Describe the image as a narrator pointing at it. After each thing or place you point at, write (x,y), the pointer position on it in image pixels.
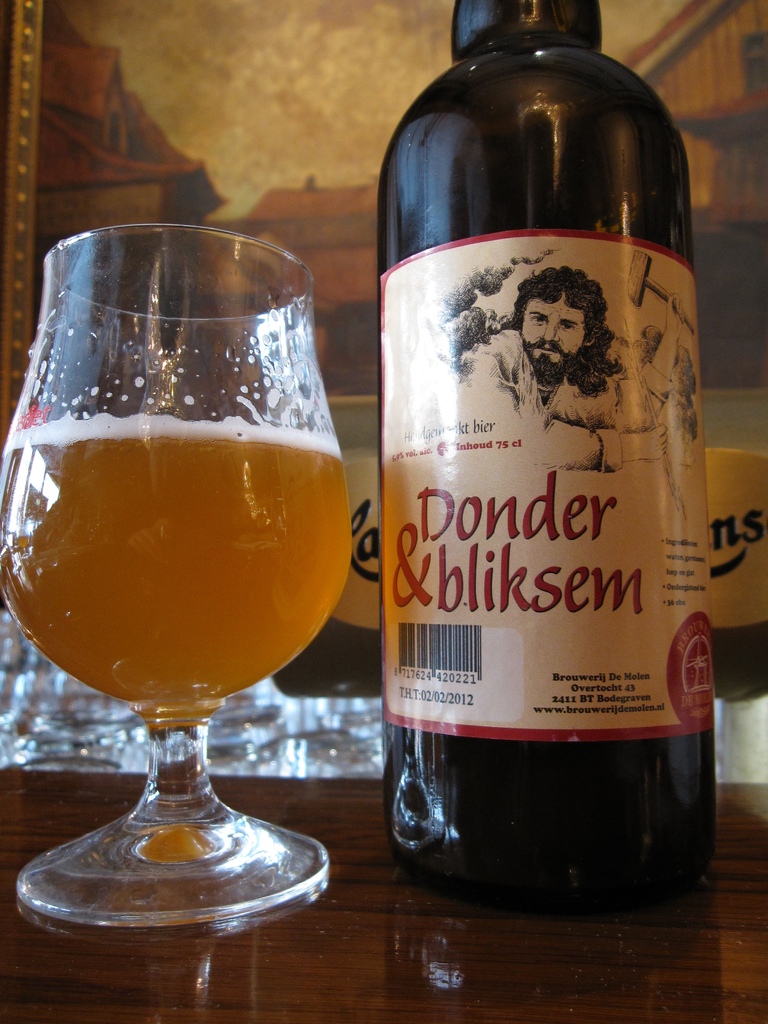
In the picture we can see a glass (197,722) on the table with beer (148,597) and beside it, we can see a beer bottle (528,827) with a label (465,386) to it.
